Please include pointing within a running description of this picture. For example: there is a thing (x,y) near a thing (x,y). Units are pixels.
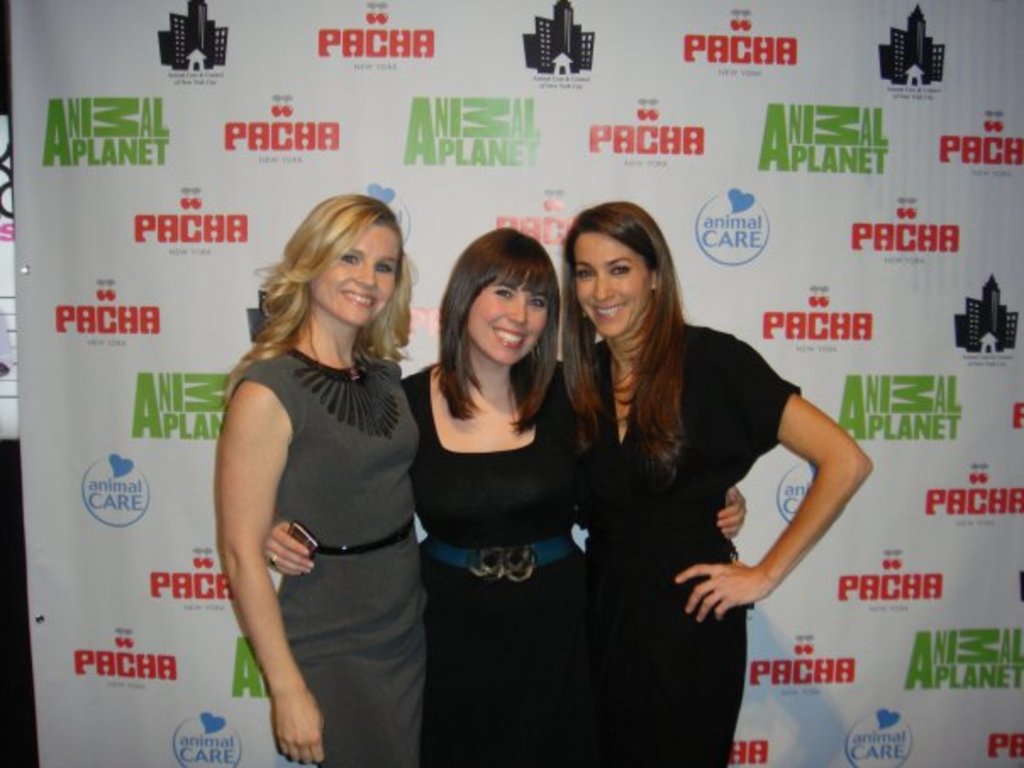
In this image there are three women (335,362) standing with a smile on their face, behind them there is a banner (94,409).
